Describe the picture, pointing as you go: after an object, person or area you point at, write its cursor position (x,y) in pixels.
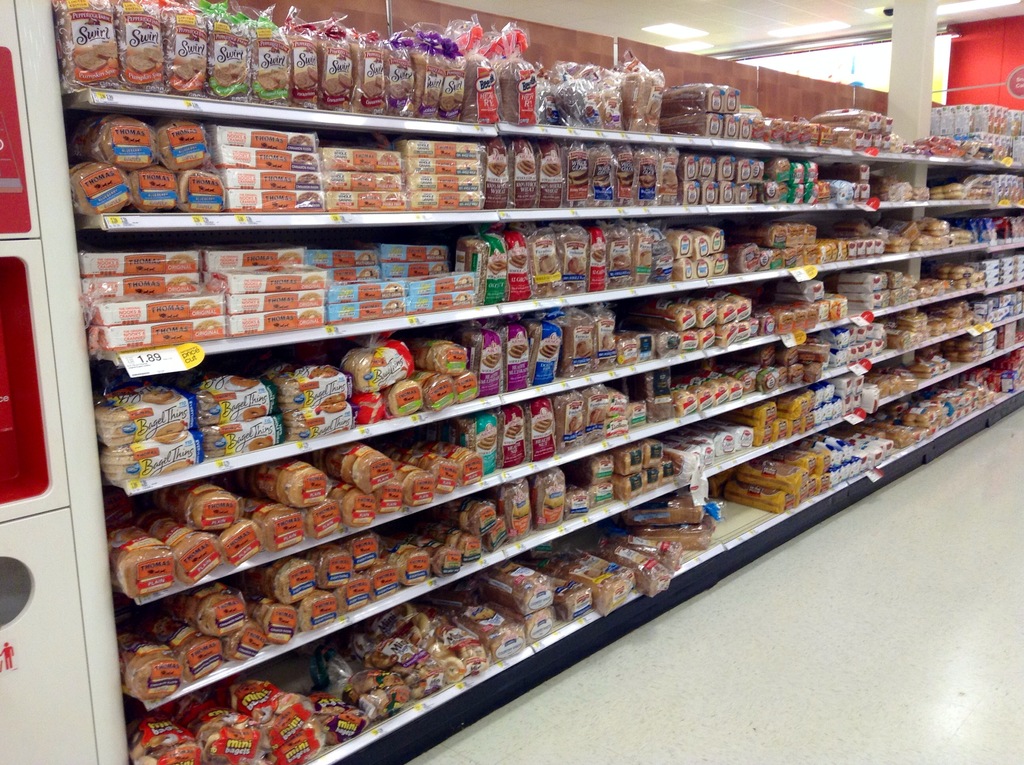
In this image we can see racks (480,489) with bread packets (703,384) and some other items (965,122). And there is a pillar (901,72) on the right side (917,63). And there is a white color object (38,357). On the ceiling (819,20) there are lights (797,31).
